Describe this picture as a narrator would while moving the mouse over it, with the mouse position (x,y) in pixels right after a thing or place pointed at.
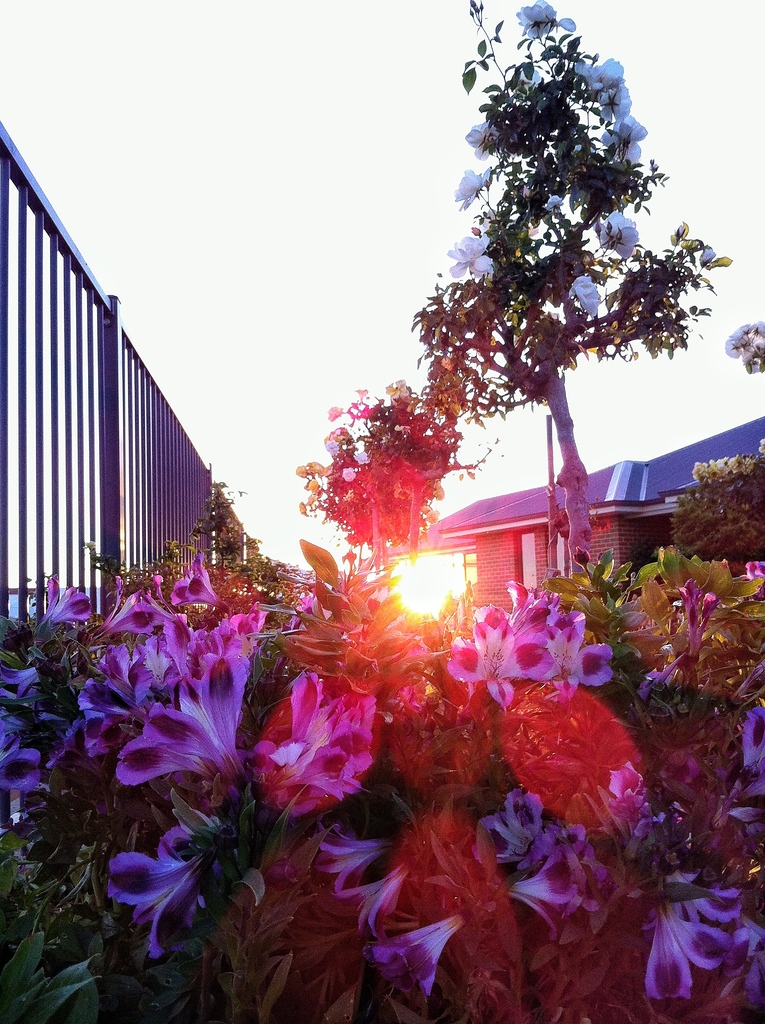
As we can see in the image there are flowers (531,815), plants (387,730), tree (611,236), fence (52,440), house (408,548) and sky (342,406).
